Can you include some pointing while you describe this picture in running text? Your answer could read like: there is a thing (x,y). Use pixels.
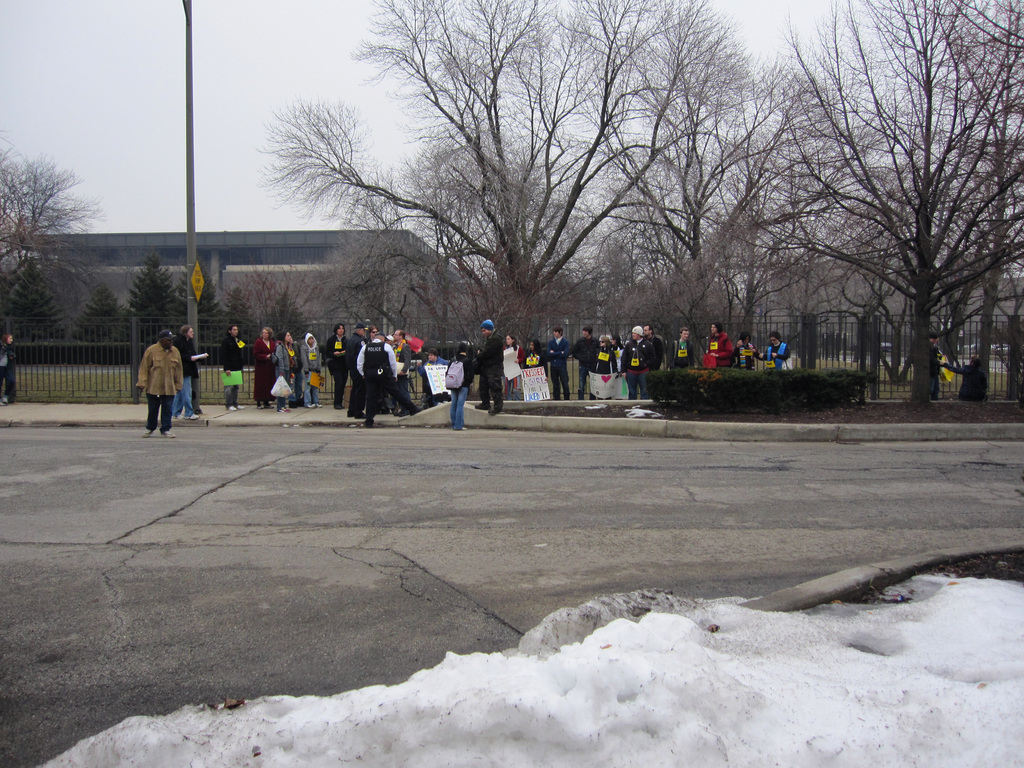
This image is clicked on the road (241,505). Beside the road (302,535) there is a walkway (289,408). There are many people (387,370) standing on the walkway (267,412). There are hedges (708,386), poles (194,267) and a railing (141,349) on the walkway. Behind the railing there are trees (712,271). In the background (237,245) there are buildings (287,248). At the top (291,59) there is the sky (241,59). At the bottom (469,713) there is snow (556,692) on the ground (657,636).
